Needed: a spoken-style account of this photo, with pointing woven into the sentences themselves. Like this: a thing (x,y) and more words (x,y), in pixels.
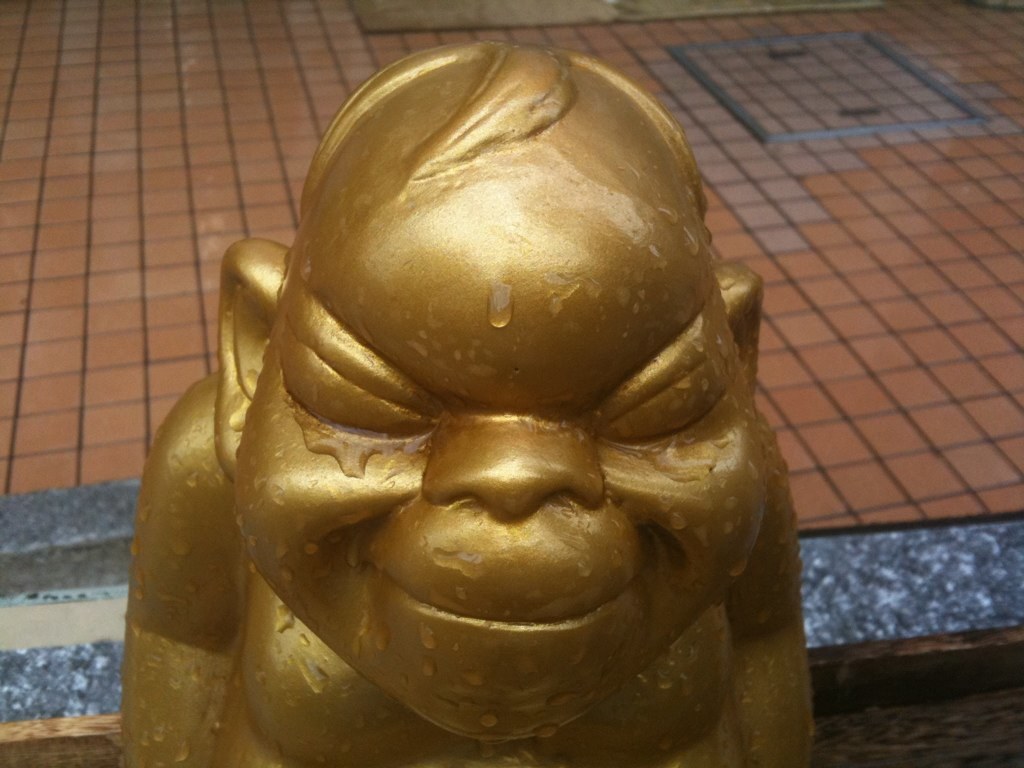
There is a laughing Buddha (481,525) with water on that. In the back (809,174) there is a floor (207,110).
